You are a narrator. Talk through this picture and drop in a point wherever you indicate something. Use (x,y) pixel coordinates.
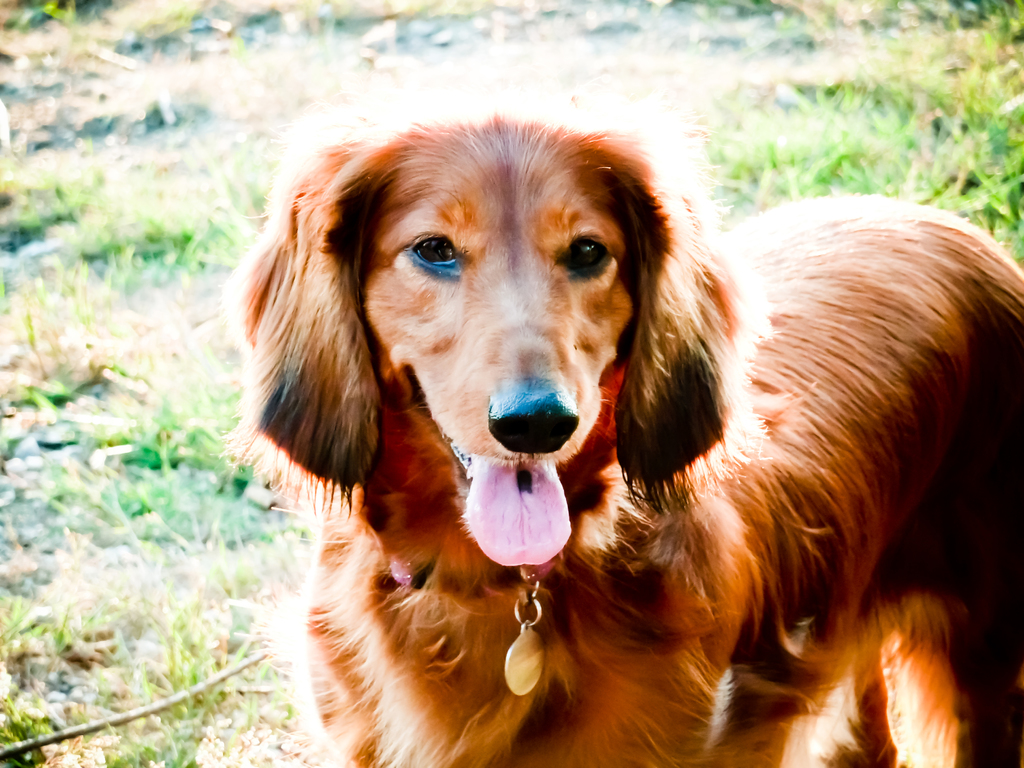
In this image in the foreground (413,179) there is one dog (564,286), and in the background (151,634) there is some grass (142,556).
